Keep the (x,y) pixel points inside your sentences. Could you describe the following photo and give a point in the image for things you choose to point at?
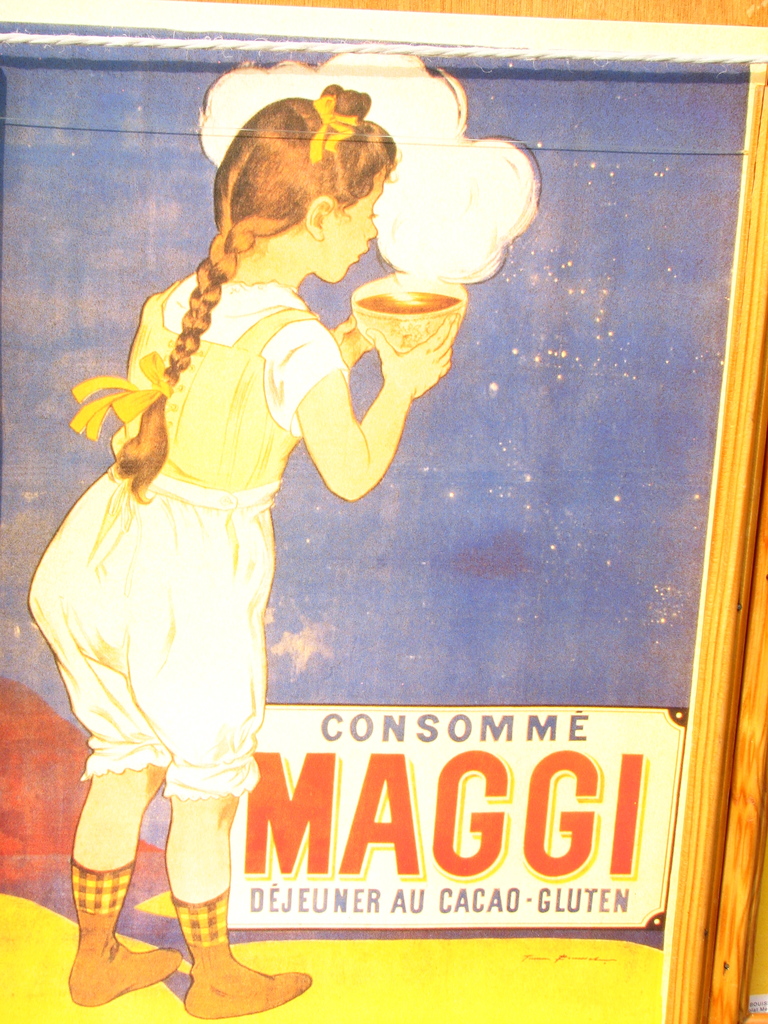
In this image I can see a photo frame (754,114). There is an image of a girl (281,317) holding a bowl (394,311). There is a board (455,891) below her.
